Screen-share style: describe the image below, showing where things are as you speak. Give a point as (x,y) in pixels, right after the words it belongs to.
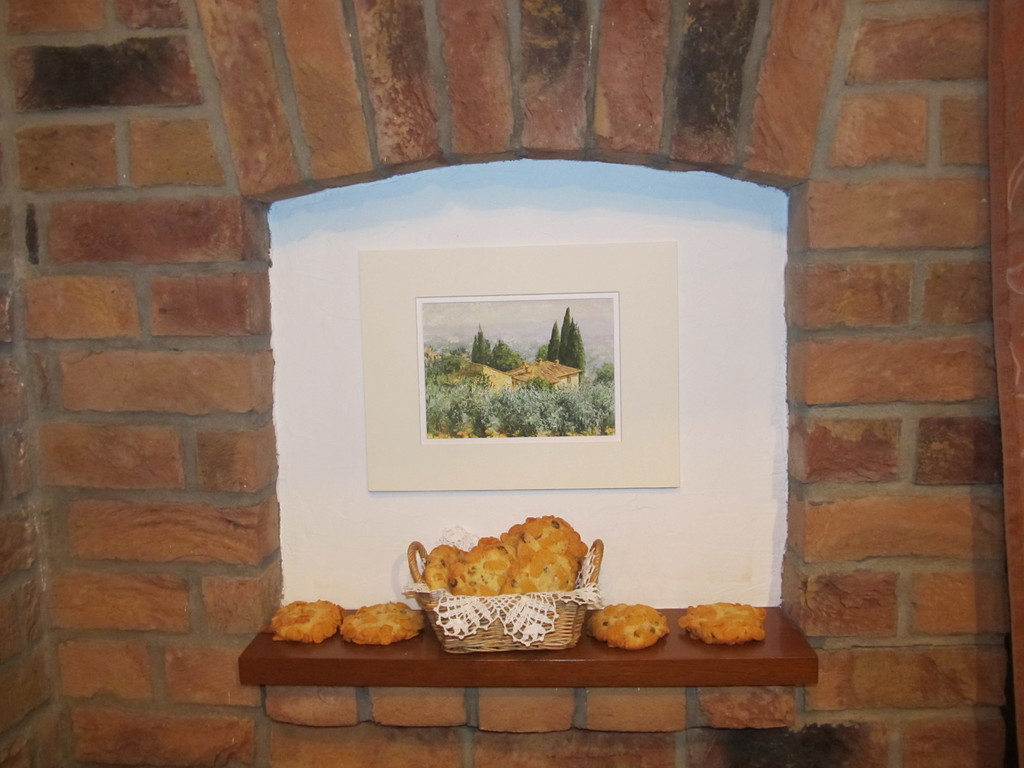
This image is taken indoors. In this image there is a wall (624,81) with a picture frame (499,341) on it and there is a shelf (670,684). On the shelf (591,651) there is a basket (482,631) with a few cookies (474,572).
